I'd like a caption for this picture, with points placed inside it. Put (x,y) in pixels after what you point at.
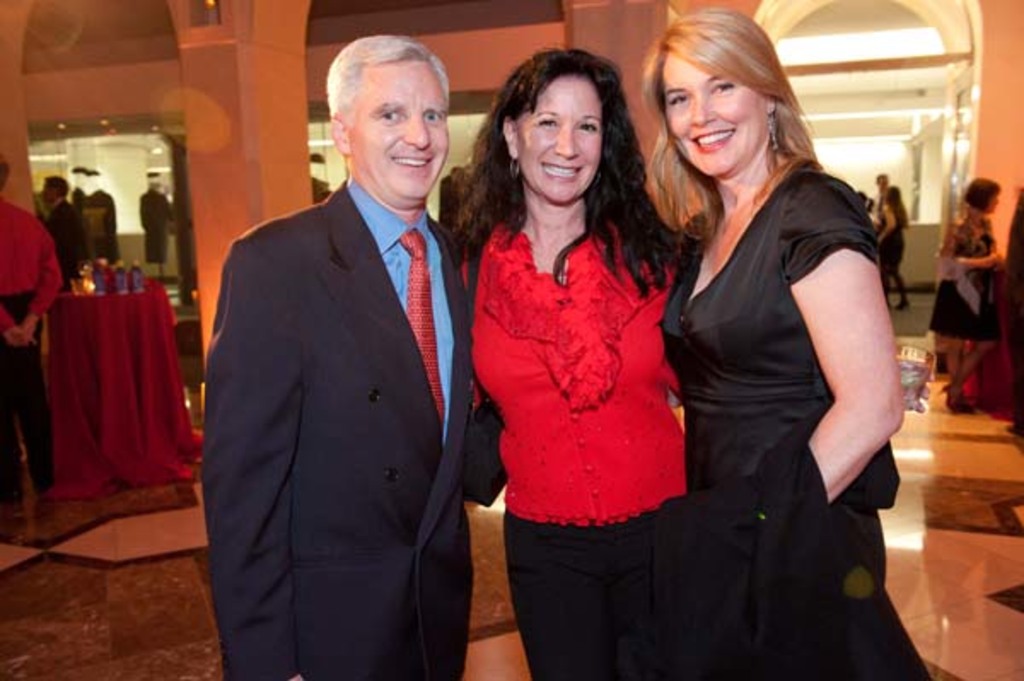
In this image there is a woman (604,404) wearing a red top (574,433). Beside her there is a person (395,354) wearing a suit (380,334) and tie (424,304). Right side (781,243) there is a woman (791,375) wearing a black top (798,351). Behind them there are few persons (955,367) standing on the floor (958,604). Left side (128,326) there is a table (124,338) having few bottles (120,288) on it.
